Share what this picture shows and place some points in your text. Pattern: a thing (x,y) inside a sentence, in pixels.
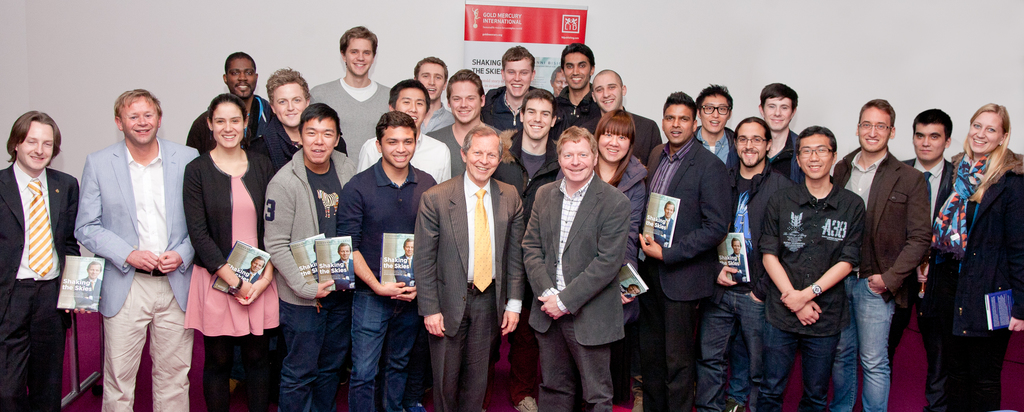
In this picture I can see there is a group of people (193,182) standing and there are men (873,280) and women (968,280) standing, few people (746,144) are holding books (234,258), there is a wall (904,115) in the backdrop (961,141) and there is a banner (516,15) on it. The men (371,110) are wearing blazers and all of them are smiling.
